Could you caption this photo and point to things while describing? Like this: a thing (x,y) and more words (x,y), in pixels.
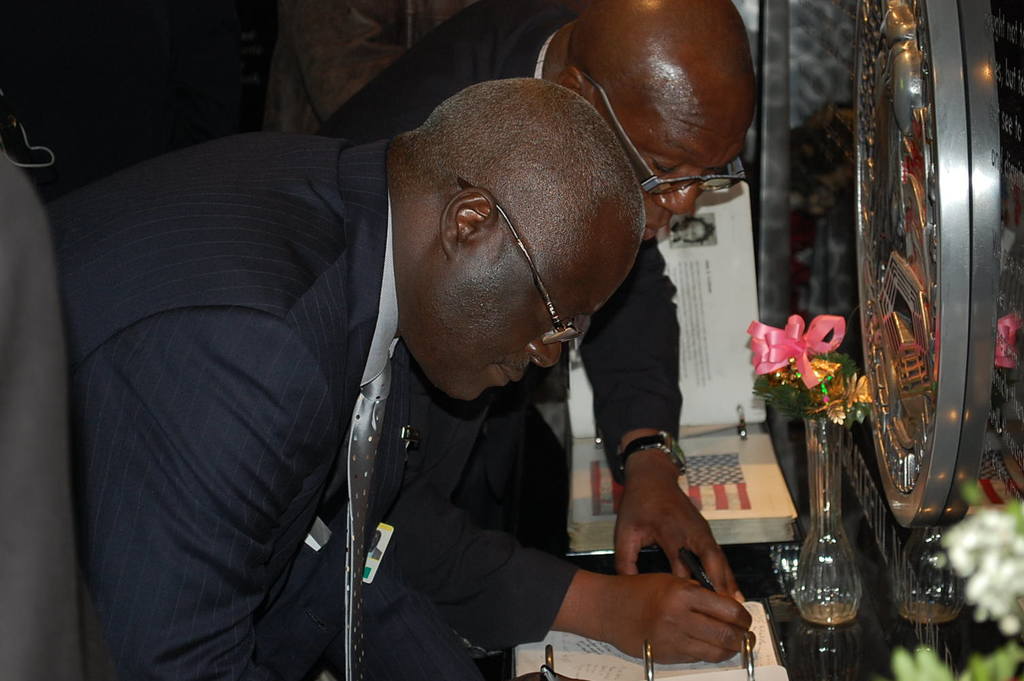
In this image I see 2 men (648,398) in front (425,402) who are wearing suits (354,350) and I see one of the man (491,399) is holding a pen (692,562) in his hand (684,591) and I see the glass vase (811,500) in front of them and I see a thing (916,254) in front of them too.
